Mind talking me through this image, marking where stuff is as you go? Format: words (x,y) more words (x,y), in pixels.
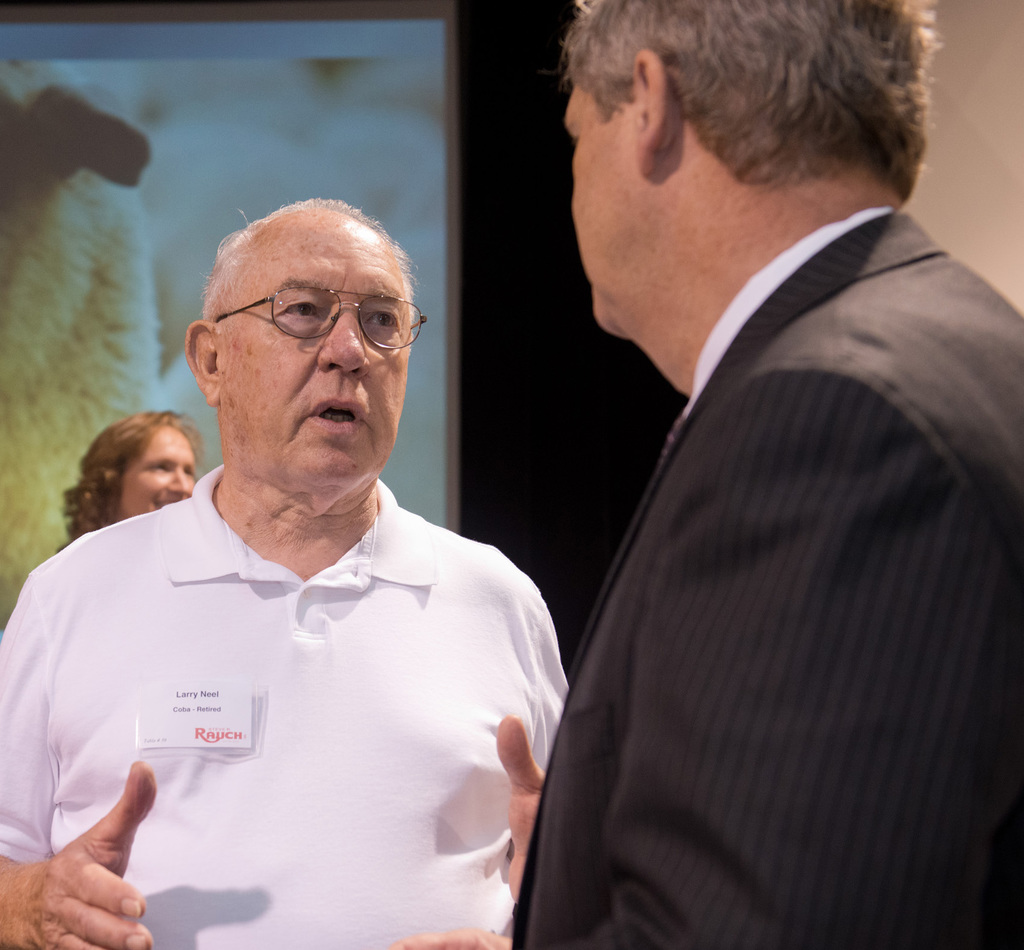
This image is taken indoors. In the background (542,241) there is a wall (533,281) and there is a screen (151,288). There is a woman (151,481). On the left side of the image (243,396) there is a man (170,524) and he is talking. On the right side of the image (783,243) there is another man (728,707) and he has worn a black suit (766,504).
